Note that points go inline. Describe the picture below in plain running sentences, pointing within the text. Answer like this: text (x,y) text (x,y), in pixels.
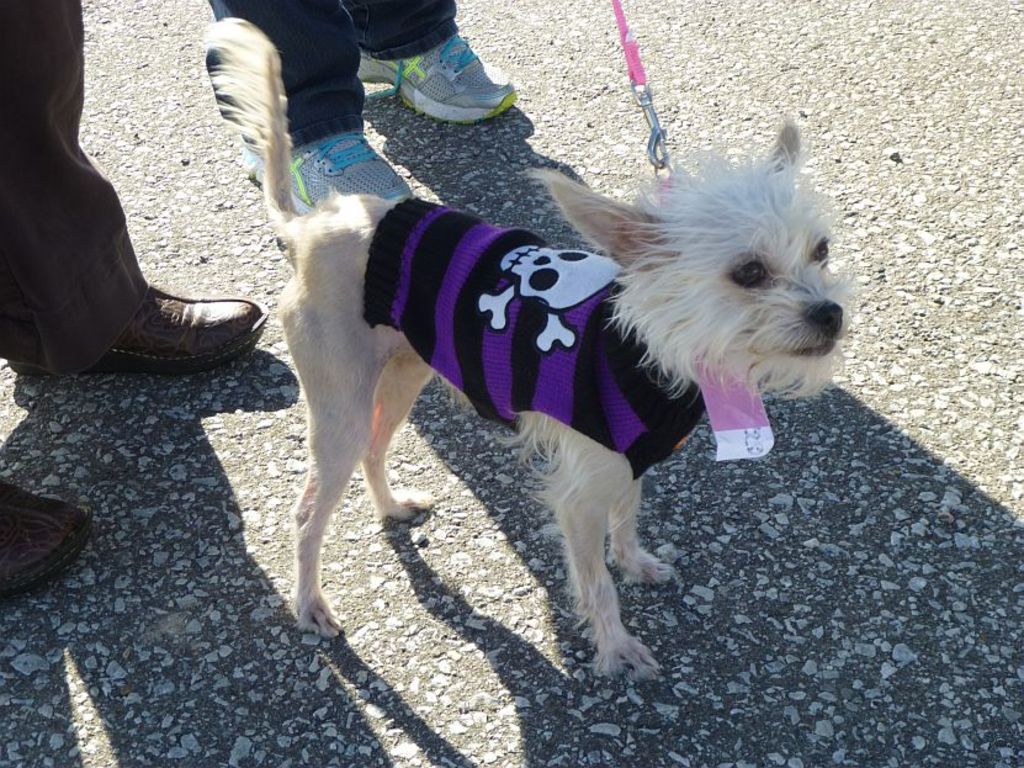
Here we can see a dog (455,320) and people legs (415,50) with shoes (441,80).
